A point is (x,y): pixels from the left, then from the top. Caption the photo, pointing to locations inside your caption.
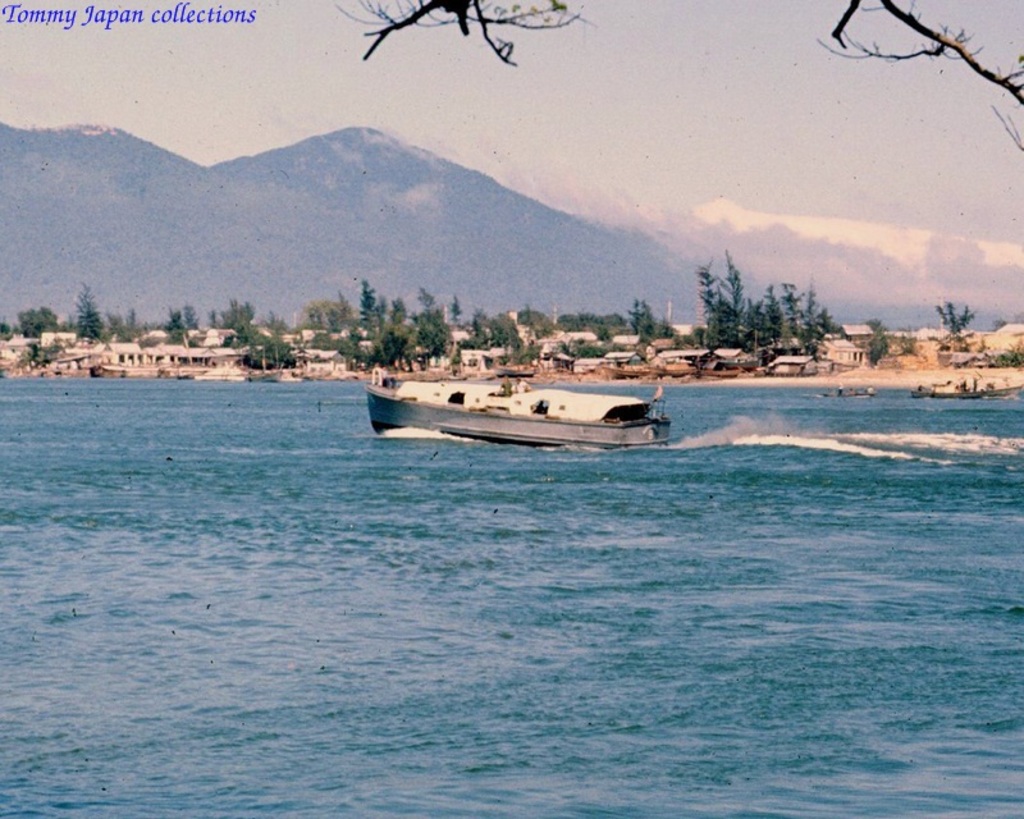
There is a boat (405,400) on the water (50,446). There are trees (82,322), buildings (477,366) and mountains (213,265) at the back (284,225).
